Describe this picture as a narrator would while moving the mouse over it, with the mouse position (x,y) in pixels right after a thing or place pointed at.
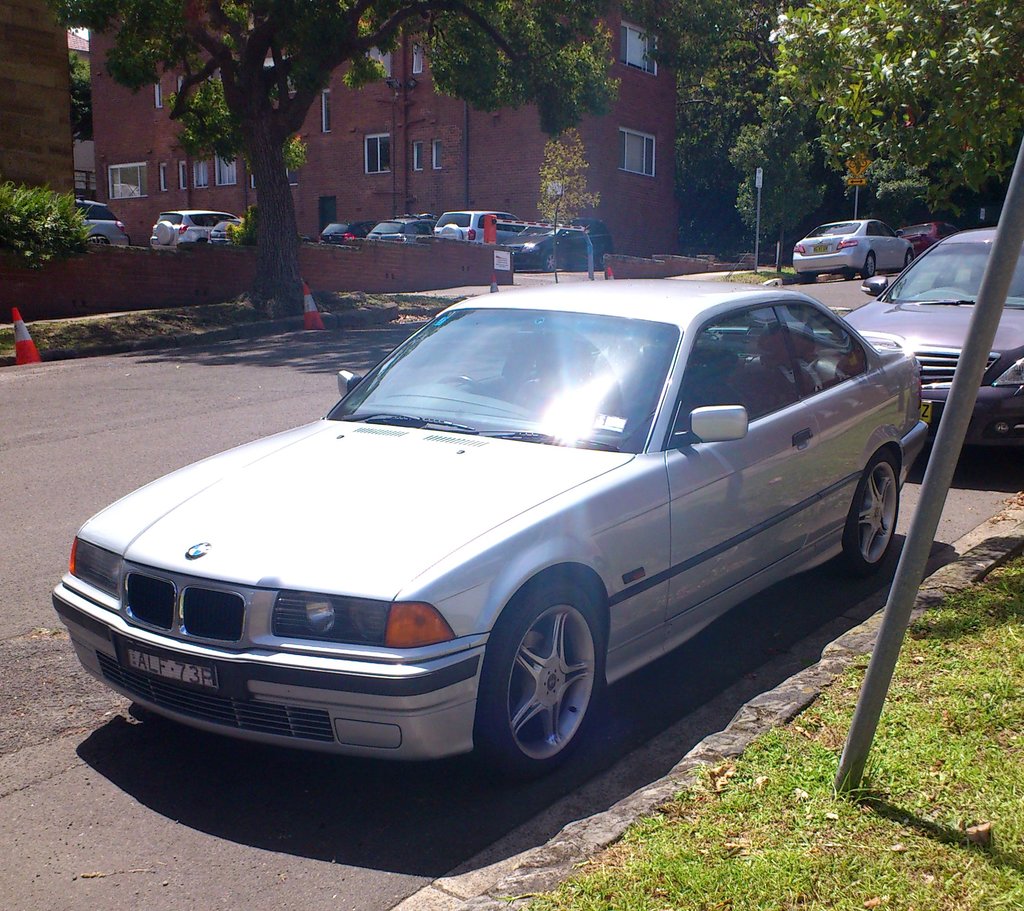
In this image we can see few buildings (449,111). There are few road safety cones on the road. There are few vehicles (714,446) in the image. We can see few trees (816,64) and plants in the image. There is a grassy land (803,841) at the bottom of the image (851,847).
